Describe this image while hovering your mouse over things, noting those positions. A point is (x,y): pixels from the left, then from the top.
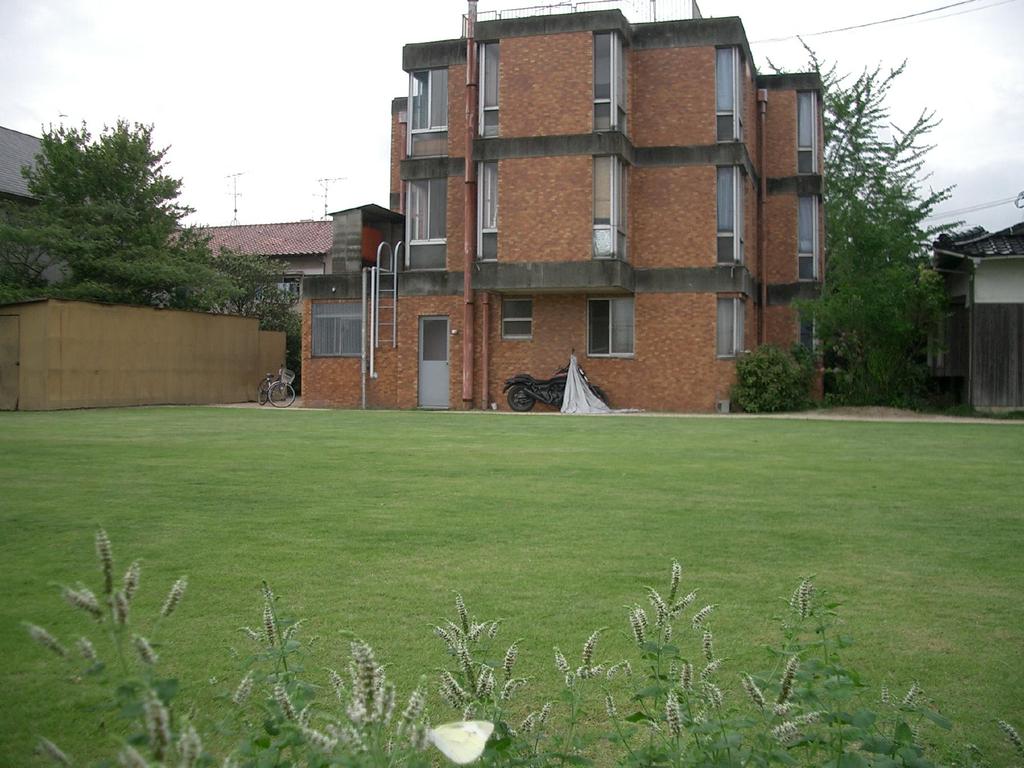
In this picture there are plants (675,765) and grassland (13,436) at the bottom side of the image (540,592) and there is a building (638,391) in the center of the image (427,316) and there is a bike (551,391) and bicycle (279,382) in front of the building (309,374) and there are houses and trees (296,372) on the right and left side of the image (160,267).
